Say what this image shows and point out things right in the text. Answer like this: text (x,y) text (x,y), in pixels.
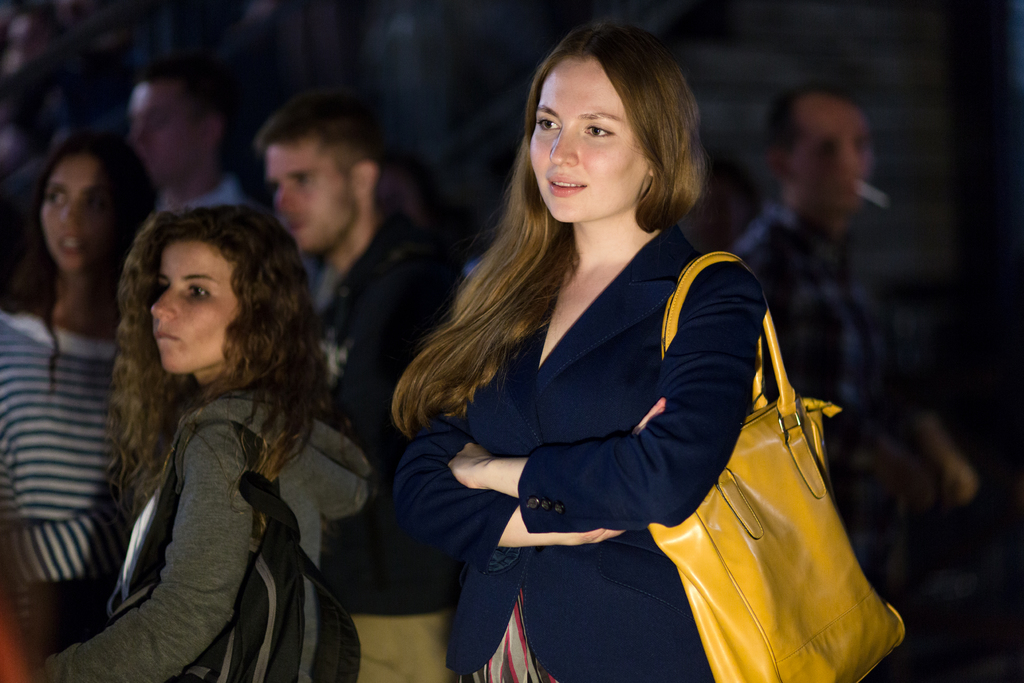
A picture with group of people (180,114) where a lady (525,185) is highlighted who is wearing a blue color jacket (606,423) and a yellow hand bag (692,269).
